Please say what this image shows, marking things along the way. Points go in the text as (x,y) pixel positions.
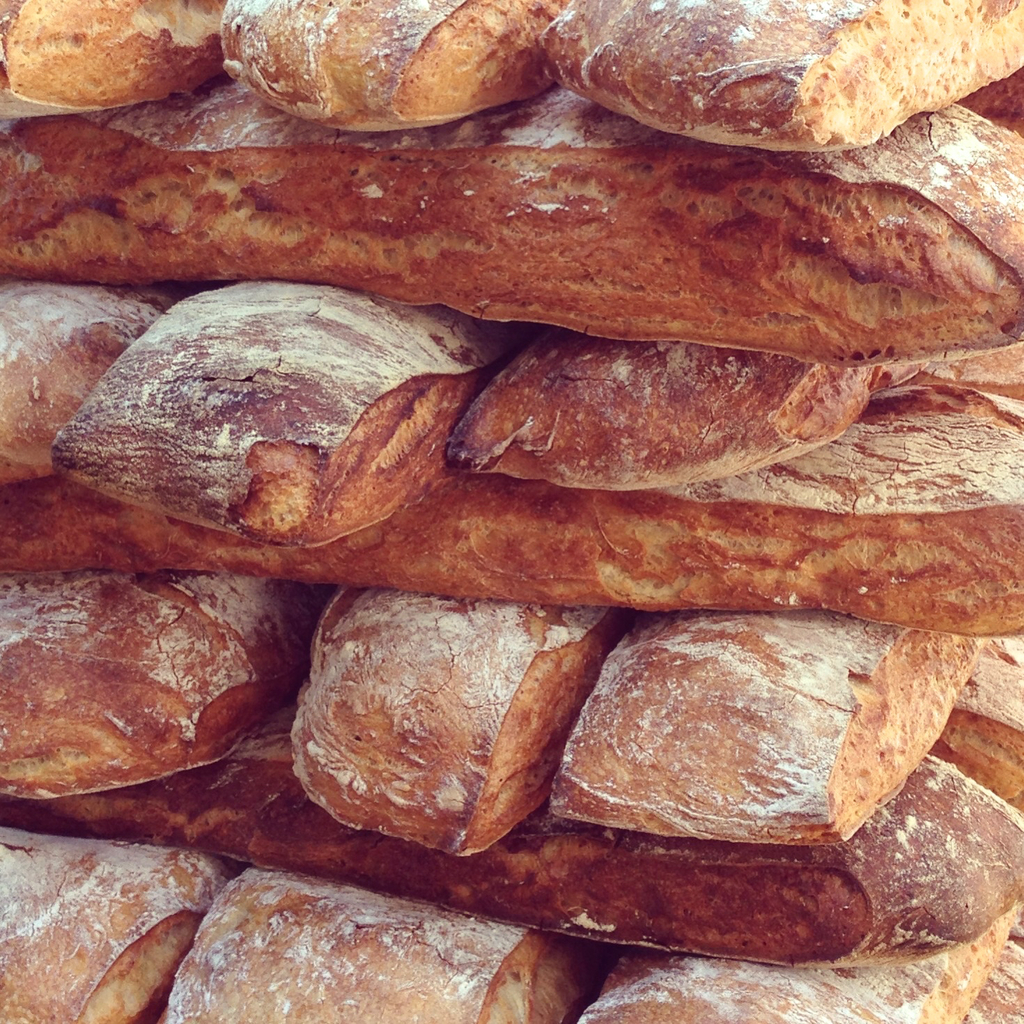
In this image I can see it looks like the bread (689,478).
